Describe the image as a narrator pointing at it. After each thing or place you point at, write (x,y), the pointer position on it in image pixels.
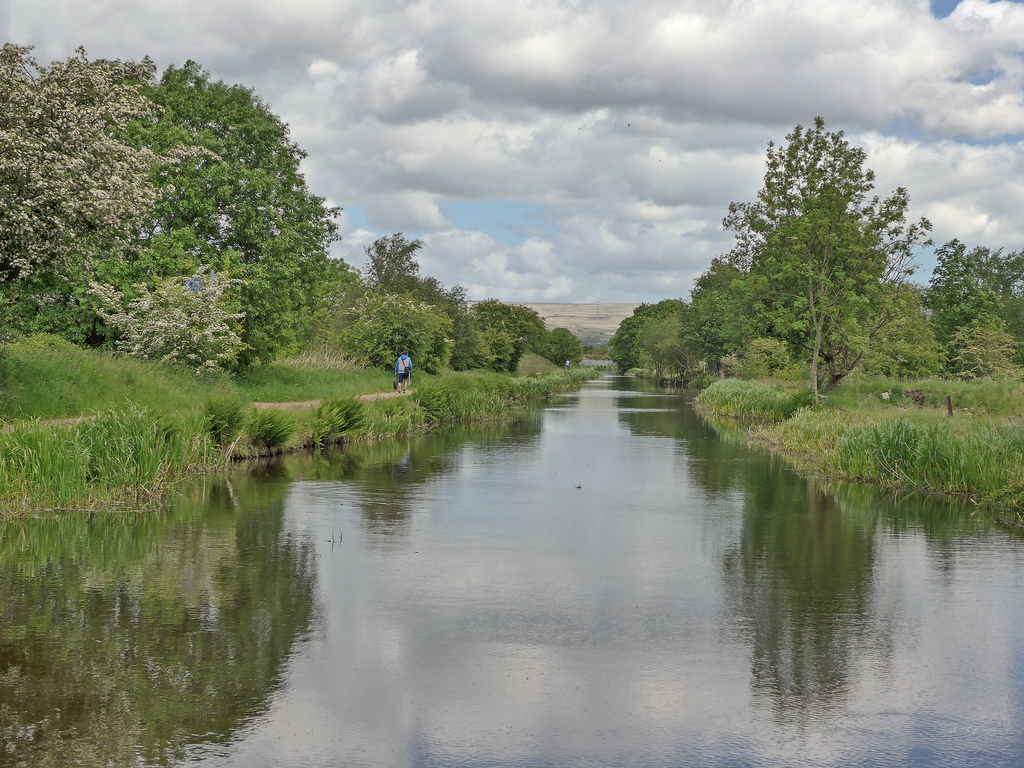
In the center of the image (595,465) there is a water (538,462). On the right (741,352) and left side of the image (78,309) we can see trees (403,278). On the left side (292,410) we can see a person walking on the road (372,399). In the background (471,176) there are clouds (515,180) and sky (518,248).
